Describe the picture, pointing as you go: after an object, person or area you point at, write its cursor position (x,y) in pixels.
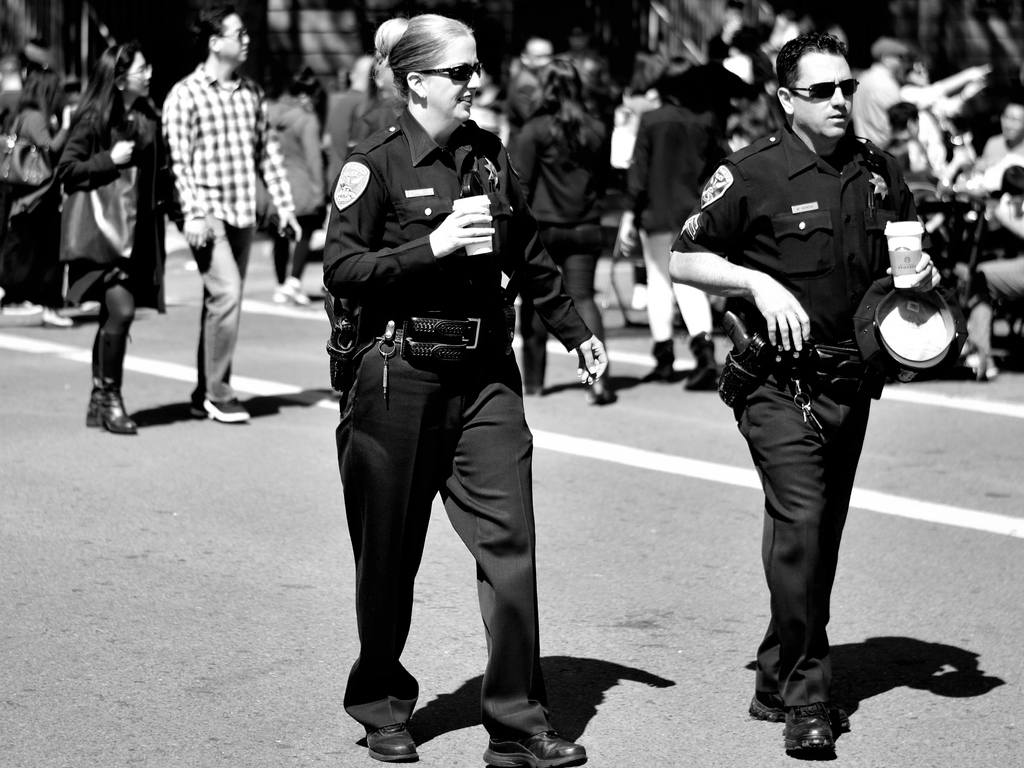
In this image I can see the black and white picture in which I can see 2 persons (449,339) wearing uniforms (438,392) are standing and holding cups (908,226) in their hands (448,237). In the background (59,194) I can see number of persons (223,190) are standing and few of them are sitting.
